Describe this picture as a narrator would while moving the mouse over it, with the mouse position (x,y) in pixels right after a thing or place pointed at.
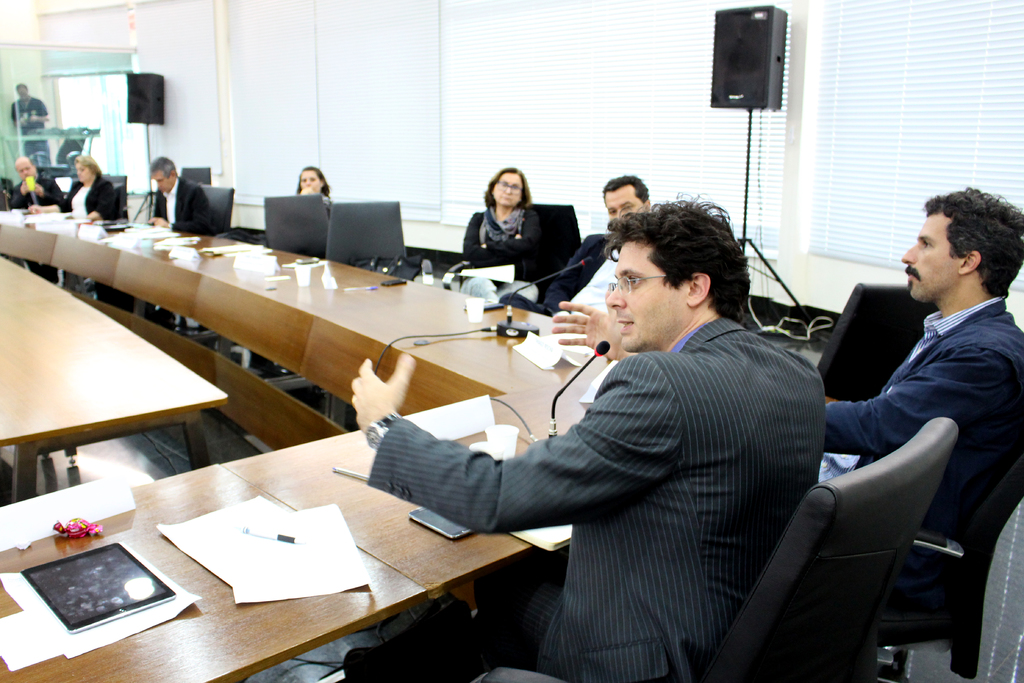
In a meeting room (122,68) there are so many people (752,432) sitting on chairs (800,610) in front of them there are papers (30,636) and behind them sound box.
